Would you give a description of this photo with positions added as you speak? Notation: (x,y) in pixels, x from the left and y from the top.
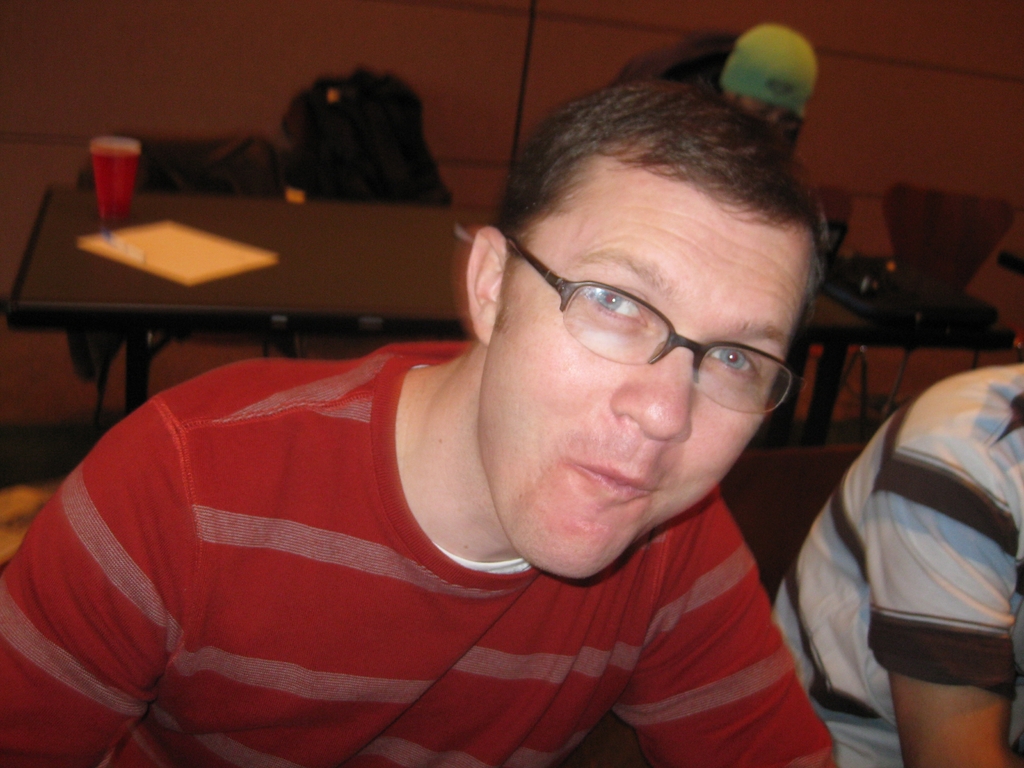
In this picture there is a man (608,349) who is wearing spectacles (716,403) and t-shirt (555,693), beside him we can see another man (917,522) who is wearing t-shirt (927,511). At the back (767,51) there is a person (761,88) who is sitting on the chair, beside him we can see the table (293,252). On the table (296,266) we can see the paper (166,246) and glass (113,199). At the top left (327,169) we can see the bag (295,143) on the chair (252,158).
